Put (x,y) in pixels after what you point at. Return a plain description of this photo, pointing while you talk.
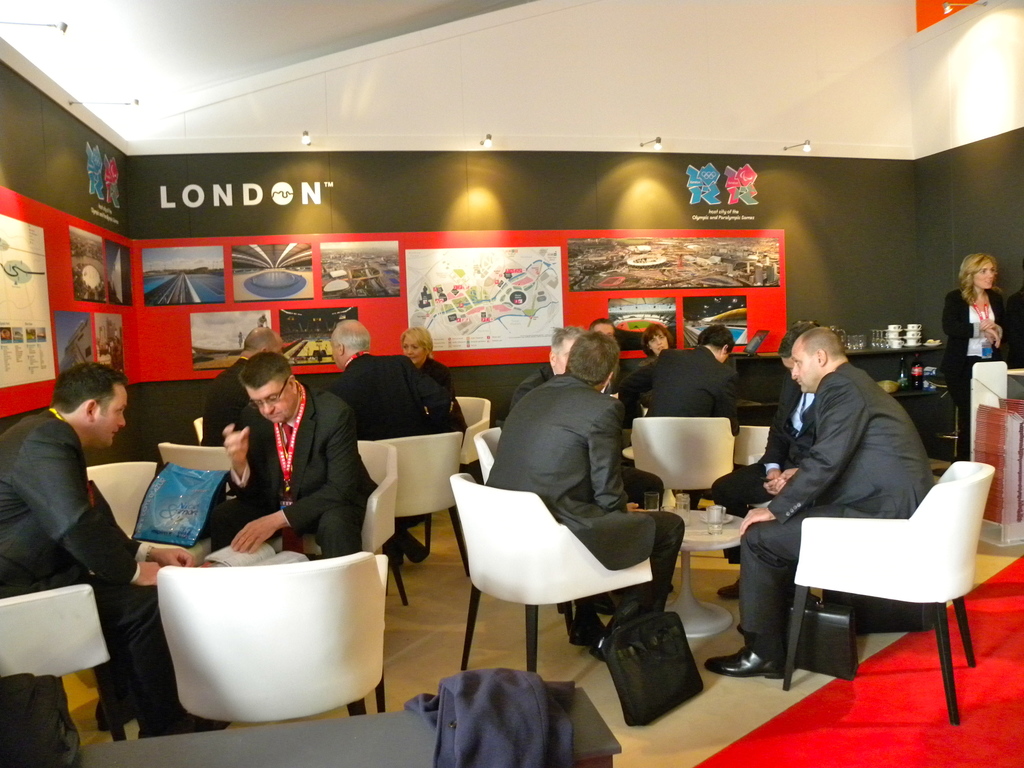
Here we can see some persons (658,346) are sitting on the chairs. This is table (723,542). On the table (723,542) there is a cup (718,516). This is floor (781,702). Here we can see a woman (958,307) who is standing on the floor (738,684). On the background (354,149) there is a wall (824,240) and this is banner (329,325). And these are the lights (304,135).
